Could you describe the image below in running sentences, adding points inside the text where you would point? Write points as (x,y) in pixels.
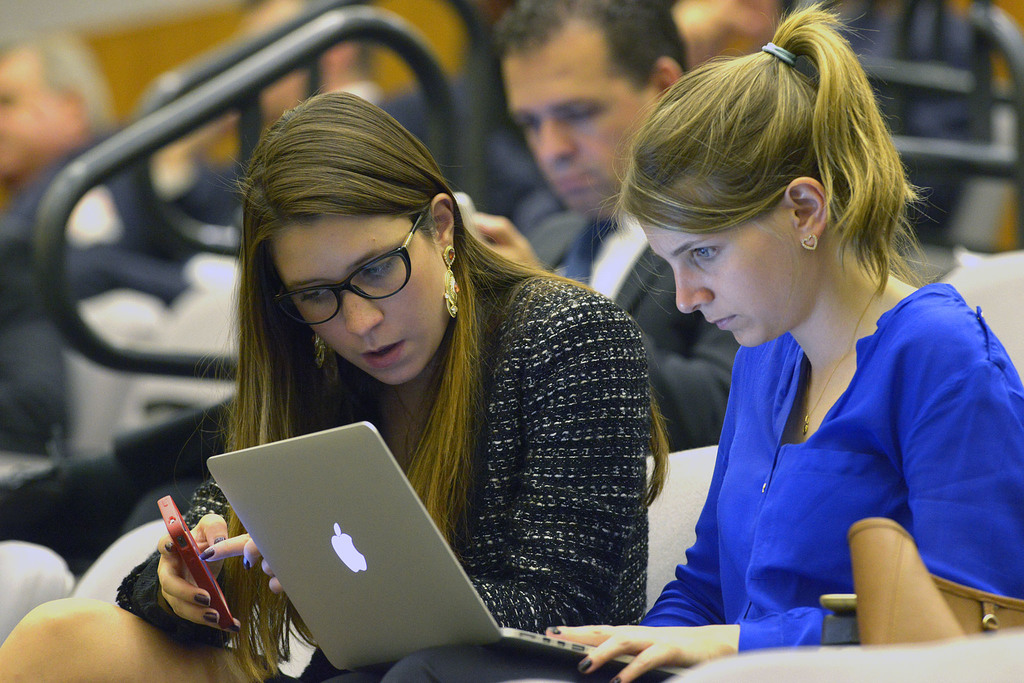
In the foreground of this image (720,575), there are two women (707,499) sitting on the chair (678,505) holding a laptop (327,569) and a mobile (204,564). We can also see a bag (914,599) on the right (901,602). In the background (616,115), there are people (47,108) sitting and remaining objects (264,68) are not clear.
